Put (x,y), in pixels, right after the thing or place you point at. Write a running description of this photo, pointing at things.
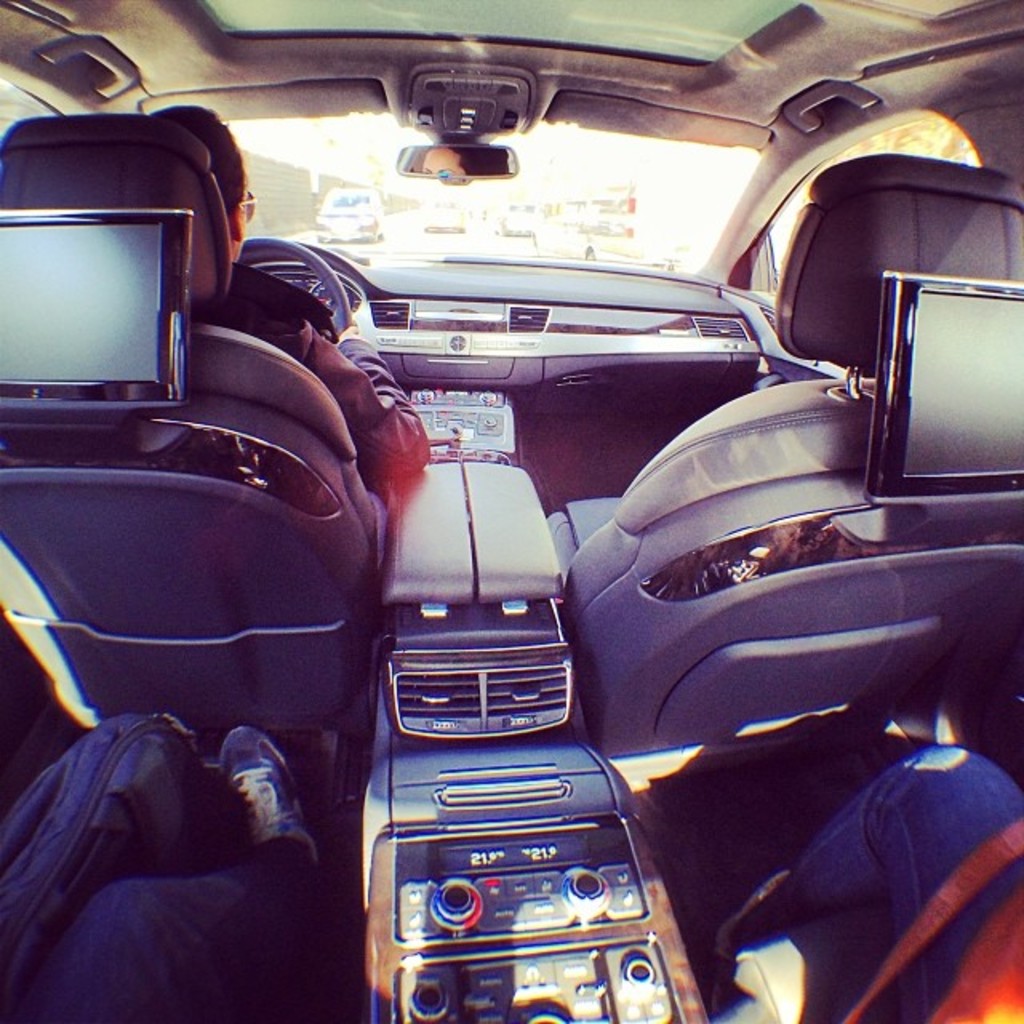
In this image I can see inside view of a vehicle (519,398) and I can see three persons (82,985) are sitting in it. In the centre (463,428) I can see few buttons (582,966). On the bottom left side (189,758) I can see a bag (89,878). I can also see two screens (184,241) on the both sides of the image. In the background (305,251) I can see a steering (319,255), a mirror (486,146) and few other vehicles (603,213).
